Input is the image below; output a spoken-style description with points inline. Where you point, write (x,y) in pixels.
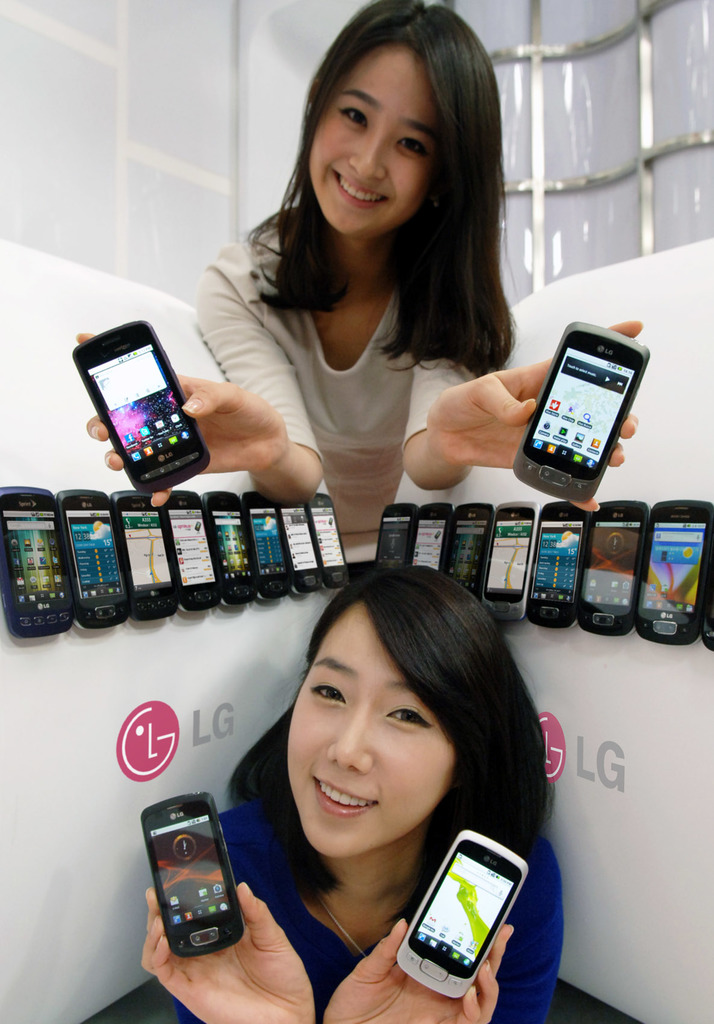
In this picture there are two girls (381,381) smiling and holding the mobile phone (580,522) in the hand (472,447) and giving the pose into the camera. Behind there is a whiteboard wall (97,54).
